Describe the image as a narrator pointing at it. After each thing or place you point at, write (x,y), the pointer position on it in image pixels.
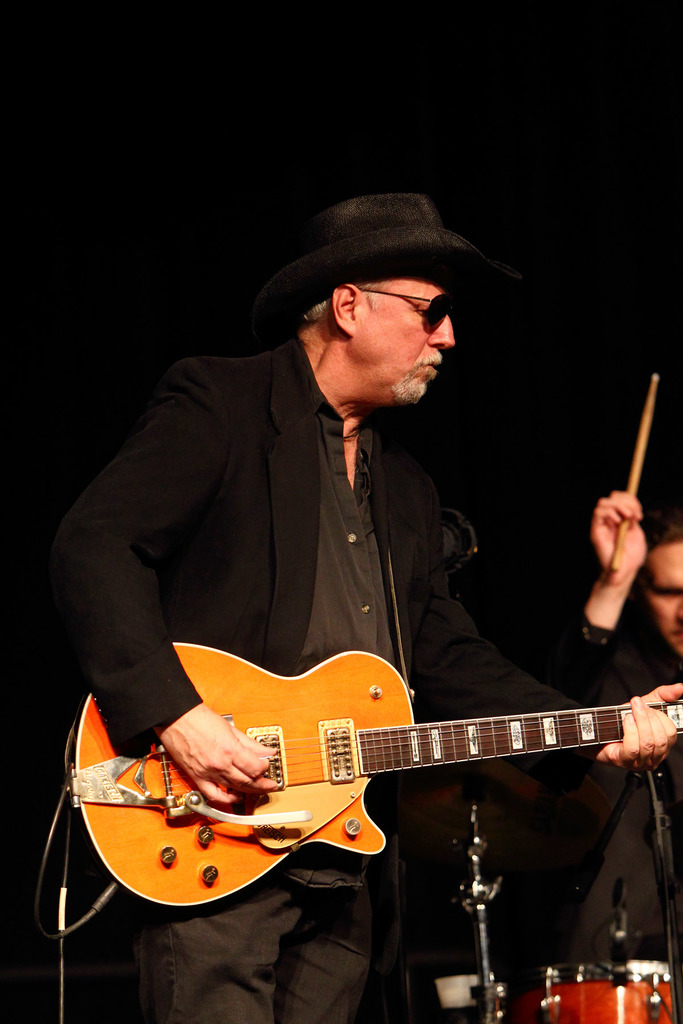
In this picture we can see 2 people (644,742) who are wearing black colored blazers (392,530) and the left most person (301,478) is holding guitar (356,759), seems like playing it, he also wears hat (409,220) and spectacles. And the right most person (620,834) has stick (618,548) in his hand (632,544), he looks like playing drum (630,1013) which is in front of him.
